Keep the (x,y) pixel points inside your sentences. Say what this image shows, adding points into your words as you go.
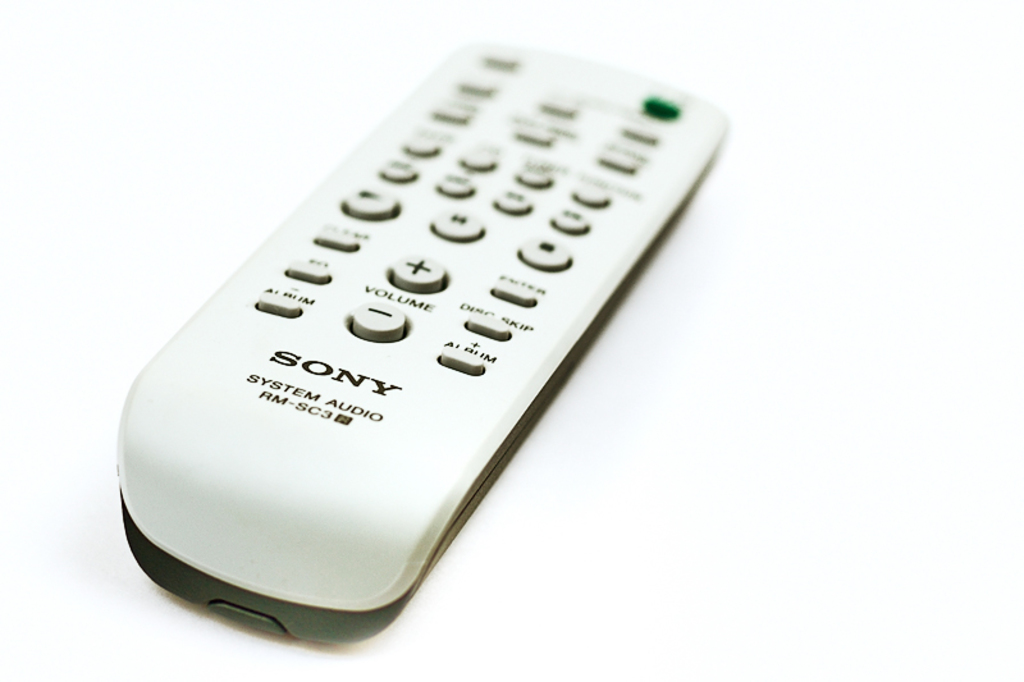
In this image we can see a remote (382,468) which is placed on the surface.
